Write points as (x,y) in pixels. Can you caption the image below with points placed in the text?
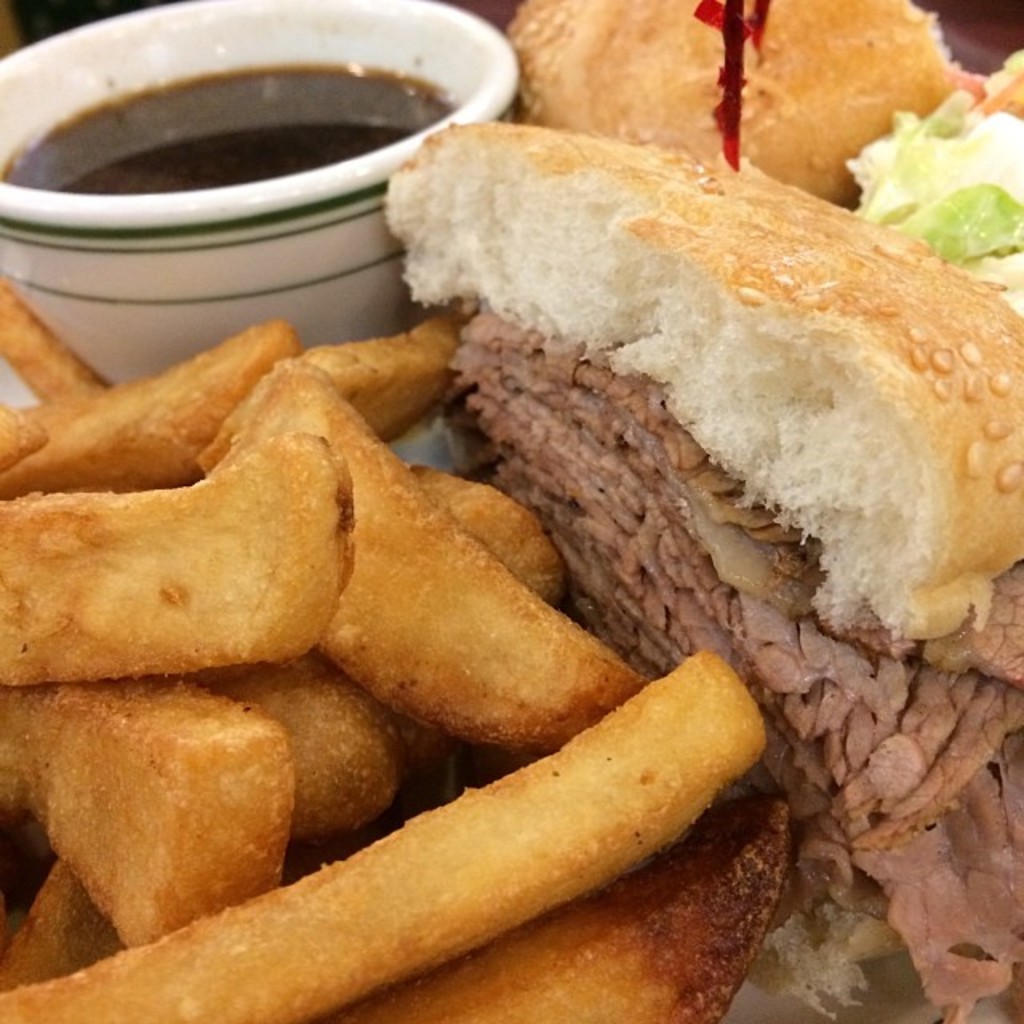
This picture shows food (569,407) in the plate (425,432) and we see sauce (292,112) in the plate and we see french fries (223,695) in the plate (19,403).
